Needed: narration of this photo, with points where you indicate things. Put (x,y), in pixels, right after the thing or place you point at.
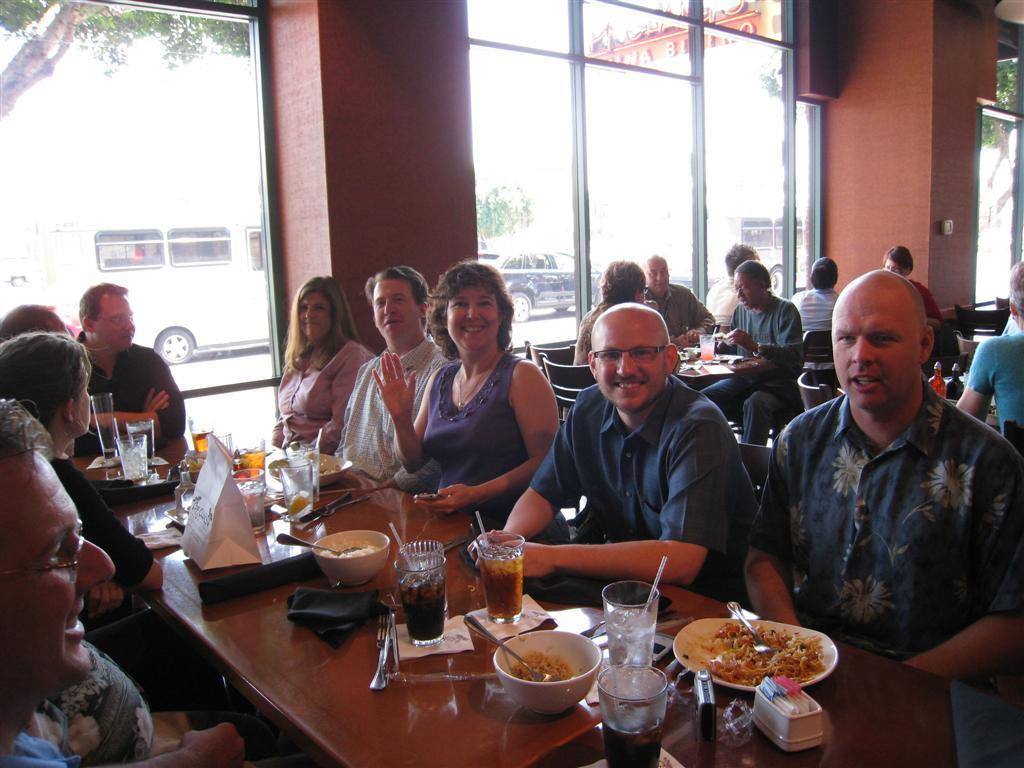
There are group of people (862,523) sitting on the chairs (746,485) and smiling. This is a table (307,678) where bowl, tumbler (441,594), plate (711,643), spoons (756,650), paper bag (236,539) and some objects (216,589) placed on it. At background (205,287) I can see a vehicle (162,268) and a tree (29,61). This looks like a window (620,135).
